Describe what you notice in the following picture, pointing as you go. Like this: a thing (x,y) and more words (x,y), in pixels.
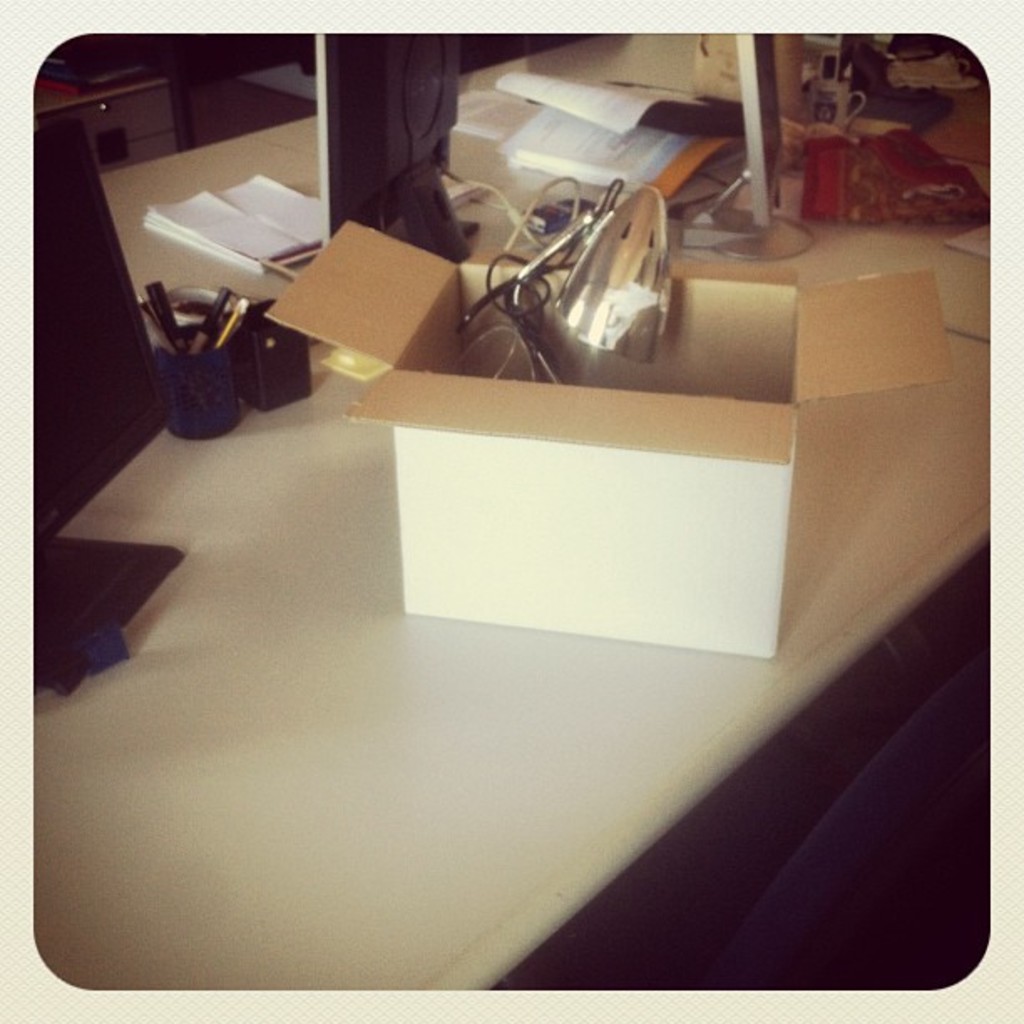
In this image we can see a table (301,445) on which there is a cardboard box (873,365). There is a pen stand (185,421). There is a monitor (420,151) and there are books (676,174). There are other objects (883,197).
